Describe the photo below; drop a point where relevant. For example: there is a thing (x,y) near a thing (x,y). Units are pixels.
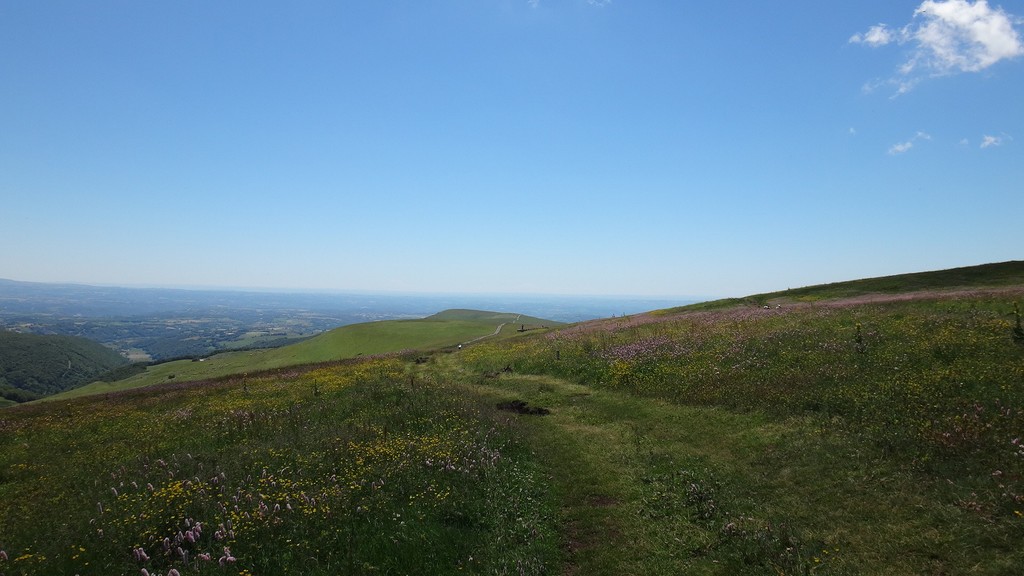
In this image I can see plants (401,421) and grass (414,347). There is sky (587,115) at the top (682,43).
